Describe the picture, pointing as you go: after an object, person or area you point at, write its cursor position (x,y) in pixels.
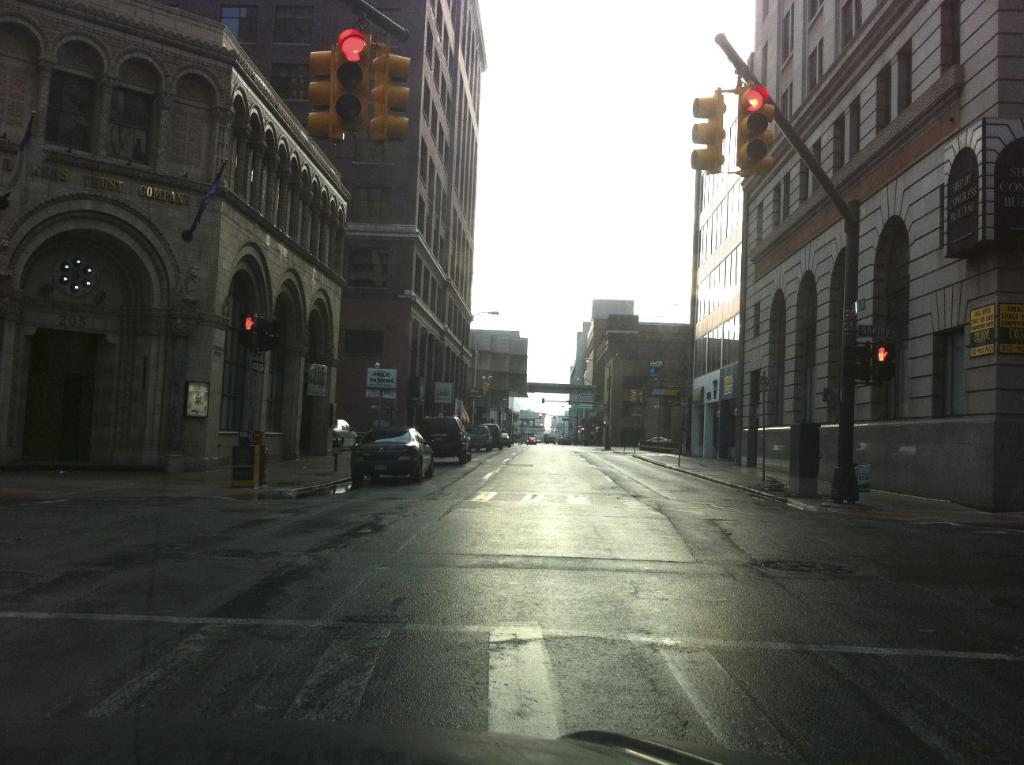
At the bottom of this image (728,586), there is a zebra crossing (709,657) on a road (840,660) on which there are vehicles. On both sides of this road (552,517), there are signal lights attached to the poles (843,486) and there are buildings (785,380) which are having windows (831,312). In the background (586,436), there are buildings (648,324) and there are clouds (537,397) in the sky (571,231).
